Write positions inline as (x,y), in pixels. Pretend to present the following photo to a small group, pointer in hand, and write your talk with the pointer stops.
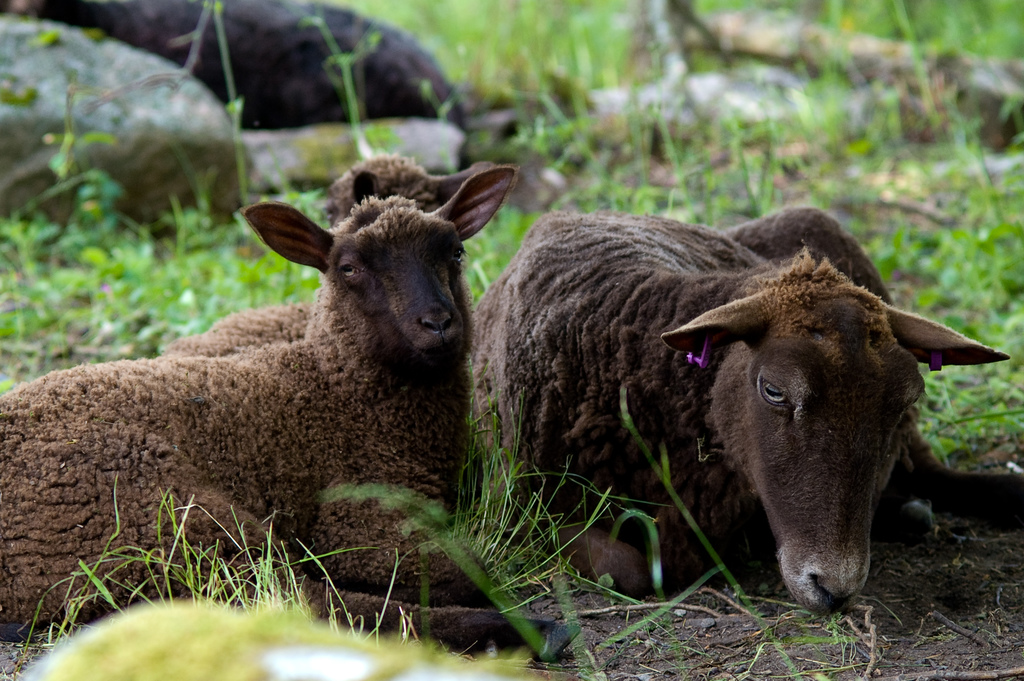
Here we can see animals (517,418) are sitting on the ground (527,662). In the background (724,200) there is a stone (5,70), grass (461,9), an animal (300,9) and other objects (342,135) on the ground (12,672).
